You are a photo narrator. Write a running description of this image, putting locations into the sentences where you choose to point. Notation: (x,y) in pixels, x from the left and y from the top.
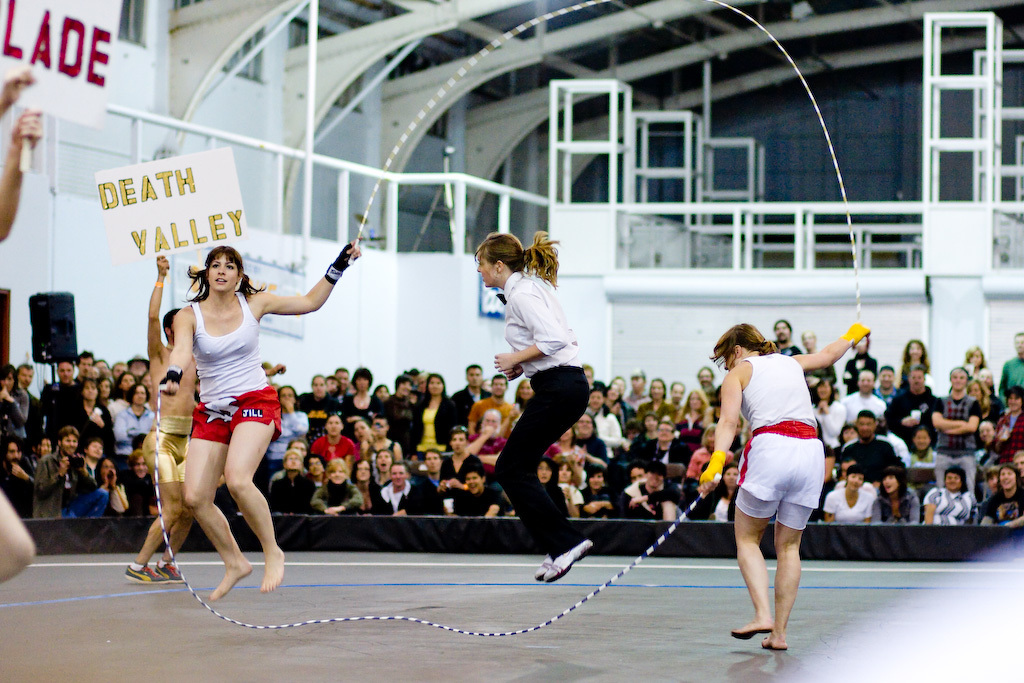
In this picture we can see a group of people (643,483), some people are holding name boards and in the background (898,269) we can see rods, roof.
